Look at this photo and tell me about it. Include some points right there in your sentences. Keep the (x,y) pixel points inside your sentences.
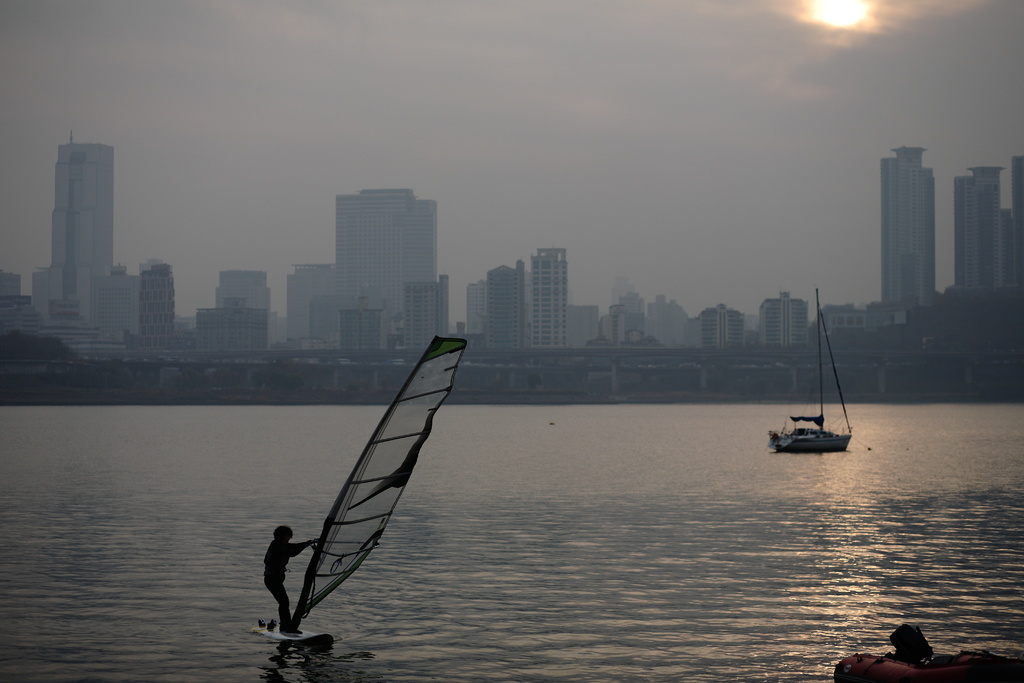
This picture is clicked outside. On the left (277,585) we can see a person (277,558) standing on the boat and holding some object (348,519). On the right (821,438) we can see the boats (808,433) in the water body (625,504). In the background (634,149) we can see the sun (828,13) in the sky (521,73) and we can see the buildings (721,310), skyscrapers (312,294), trees (31,342) and many other objects (335,366).
